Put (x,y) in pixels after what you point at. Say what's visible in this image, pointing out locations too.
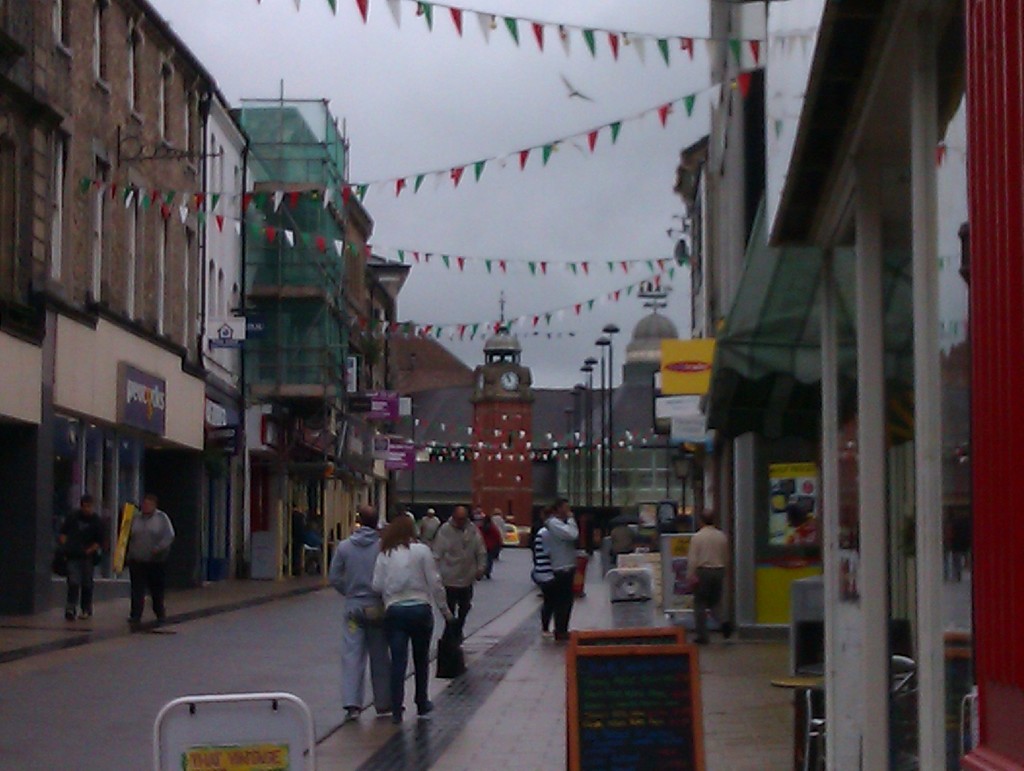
In the center of the image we can see a few people (568,506) are walking on the road (170,656). Among them, we can see a few people (415,644) are holding some objects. At the bottom of the image (600,756), we can see a few boards (581,760). In the background (555,212), we can see the sky (624,198), buildings (7,206), poles (593,398) and a few other objects (693,389).
